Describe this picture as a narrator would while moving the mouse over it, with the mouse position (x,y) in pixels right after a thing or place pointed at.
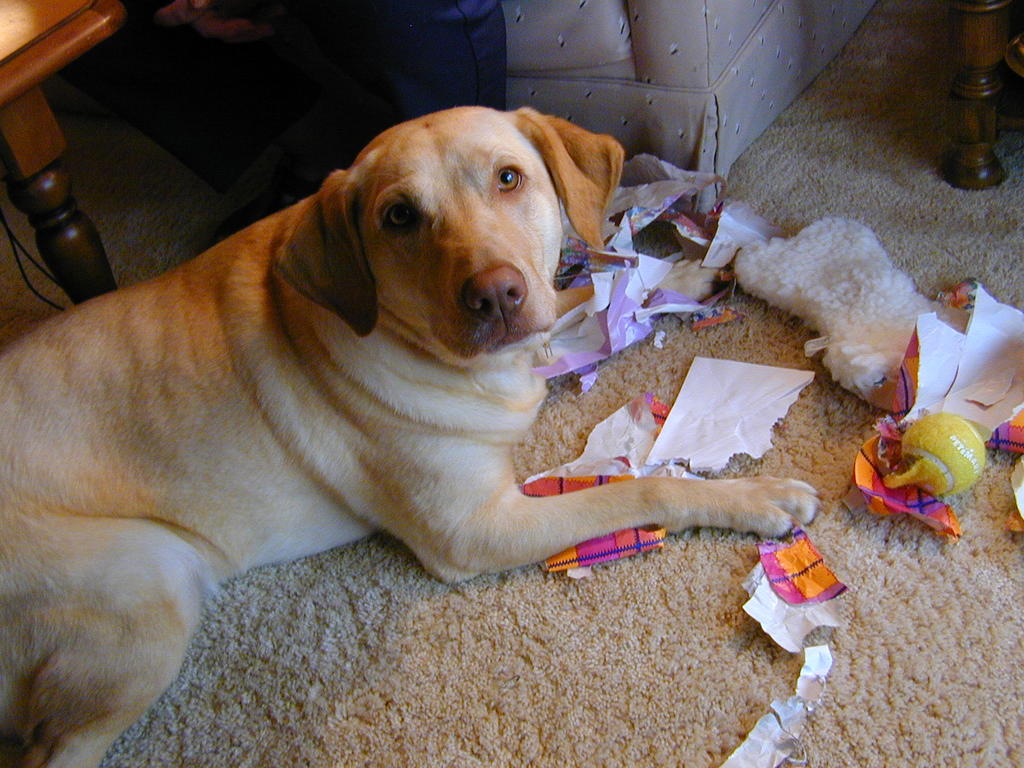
In this image there is a dog (530,423) lying on the mat (643,552), in front of the dog (514,450) there are papers (717,359) and some other objects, behind the dog (138,577) there is a couch (621,60) and wooden tables (37,84).
